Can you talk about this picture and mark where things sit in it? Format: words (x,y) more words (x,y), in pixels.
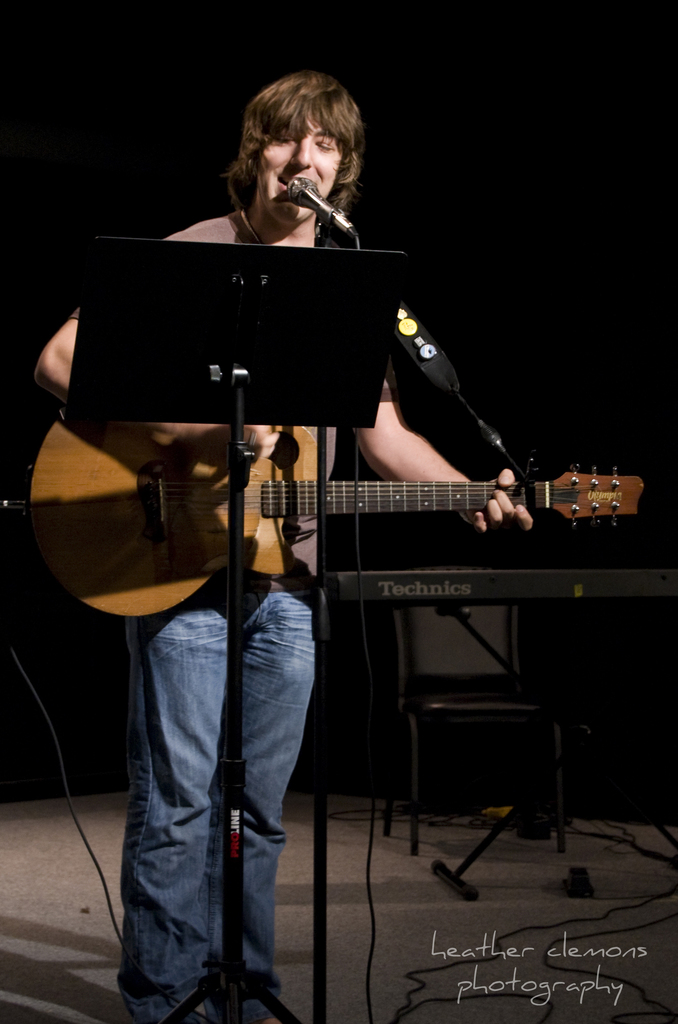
In this image I can see a person (201,785) standing. In-front of him there is a mic (321,198) and he is playing guitar (280,485) and singing.
